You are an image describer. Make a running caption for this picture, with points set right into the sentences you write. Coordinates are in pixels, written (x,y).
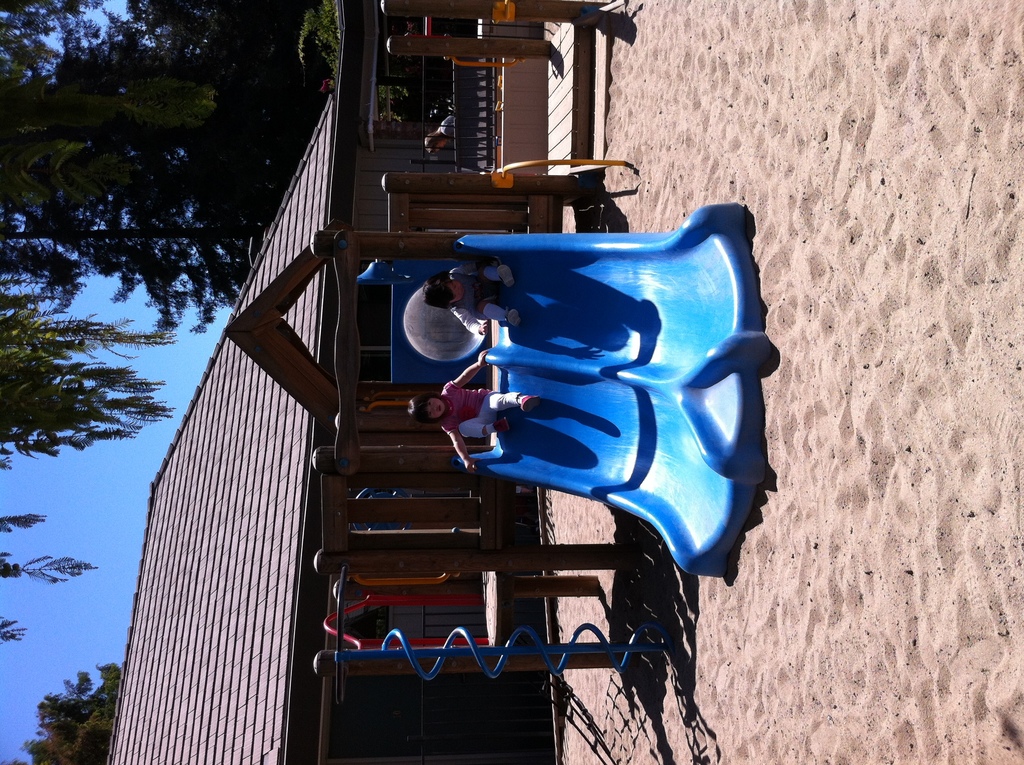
In this image we can see two kids (477,321) in the slides (653,365). In the background (272,429) we can see the house (380,205), fence (488,114) and also trees (137,120). Sky (135,452) is also visible. At the bottom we can see the sand (875,347).
